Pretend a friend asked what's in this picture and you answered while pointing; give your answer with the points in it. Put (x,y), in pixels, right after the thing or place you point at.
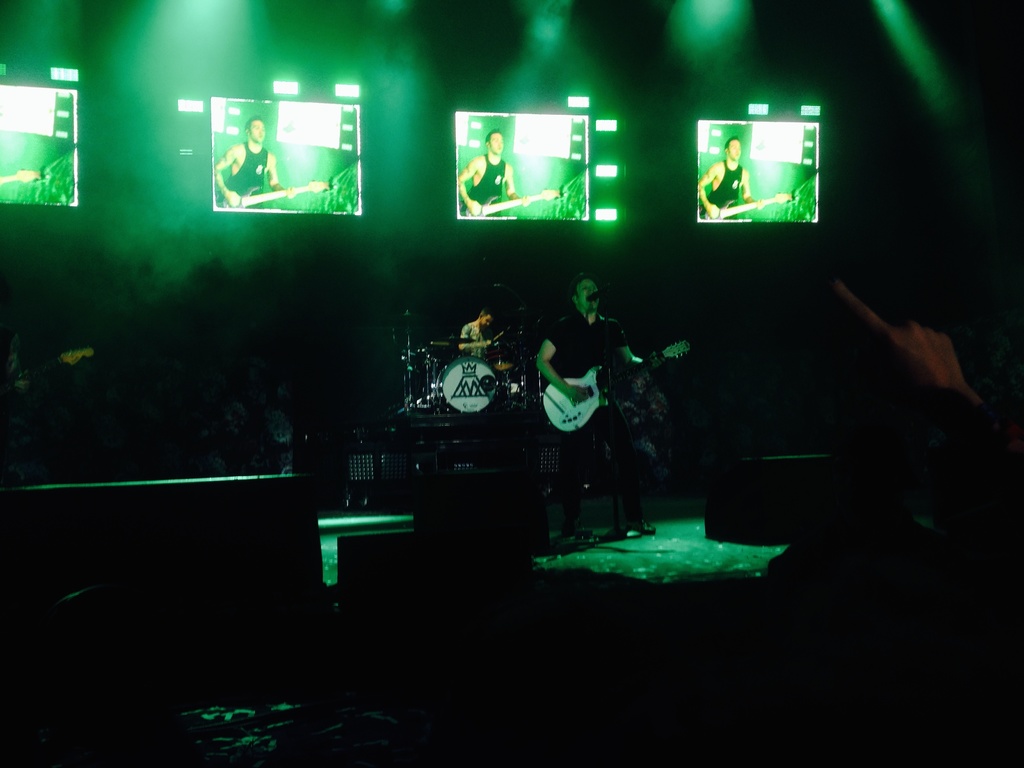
In this picture there is a man (595,358) standing on the stage (595,520) and playing guitar (568,418). Behind there is a another person (469,349) playing the band (461,380). On the top (460,189) there are four LED television (813,164). In the background (560,63) there is a green color lights (920,63).
